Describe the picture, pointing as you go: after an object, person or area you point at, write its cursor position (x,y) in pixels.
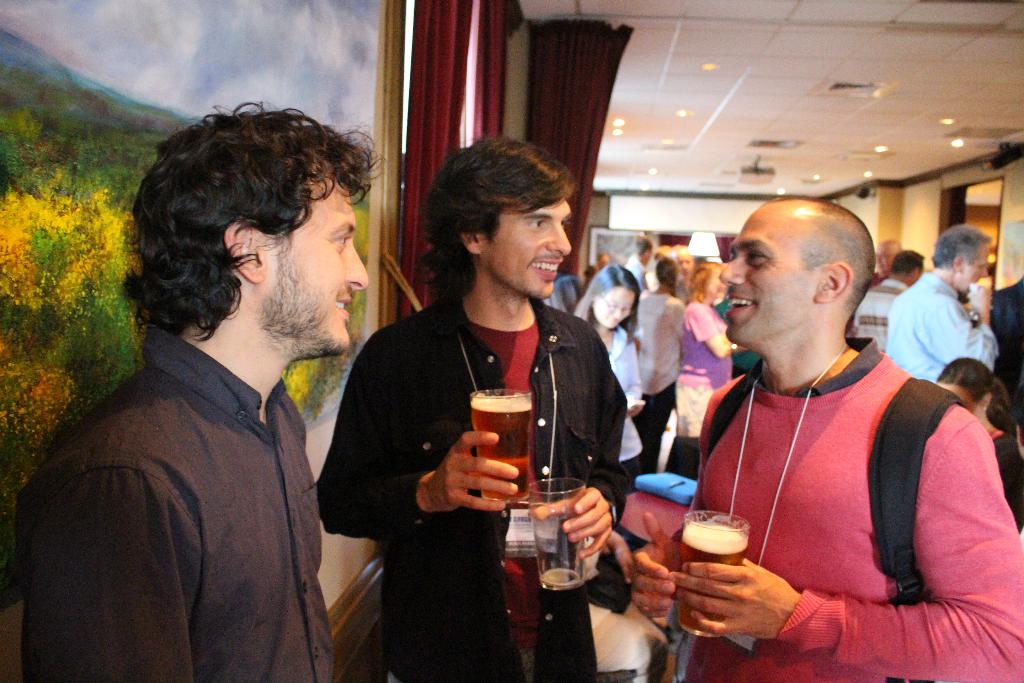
In this image we can see people (472,285) standing on the floor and some are holding beverage glasses (713,543) in their hands (631,554). In the background (333,125) we can see wall hangings (320,95) on the walls (511,45), curtains (484,43) and electric lights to the roof (679,85).
